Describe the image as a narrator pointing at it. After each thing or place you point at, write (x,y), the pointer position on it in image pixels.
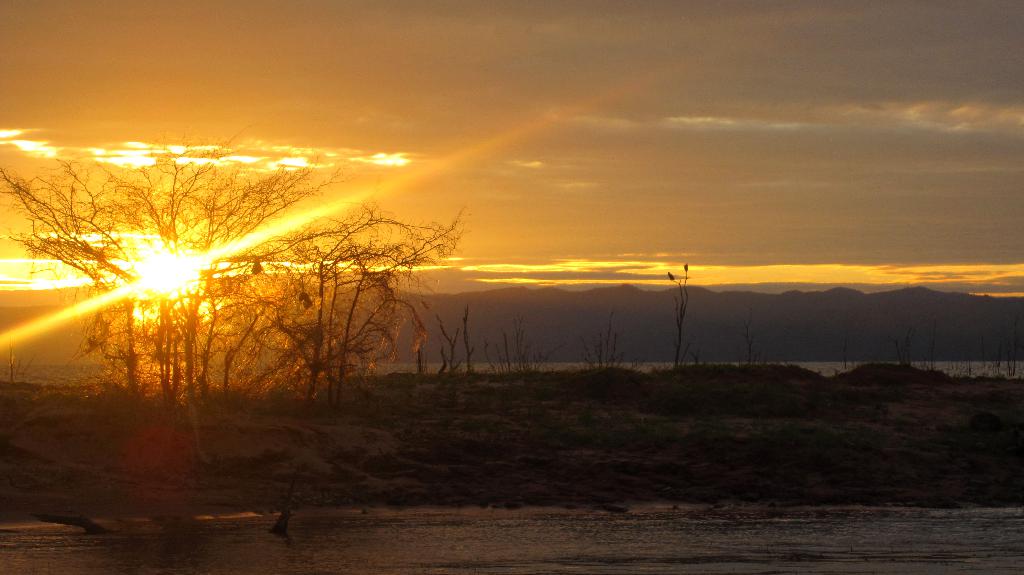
At the bottom (543,556) we can see water (498,557) on the ground (457,507) and there are bare trees (235,304) and grass (419,413) on the ground (533,470). In the background (799,270) there are mountains (490,295), water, sun (161,286) and clouds (146,150) in the sky (207,161).
